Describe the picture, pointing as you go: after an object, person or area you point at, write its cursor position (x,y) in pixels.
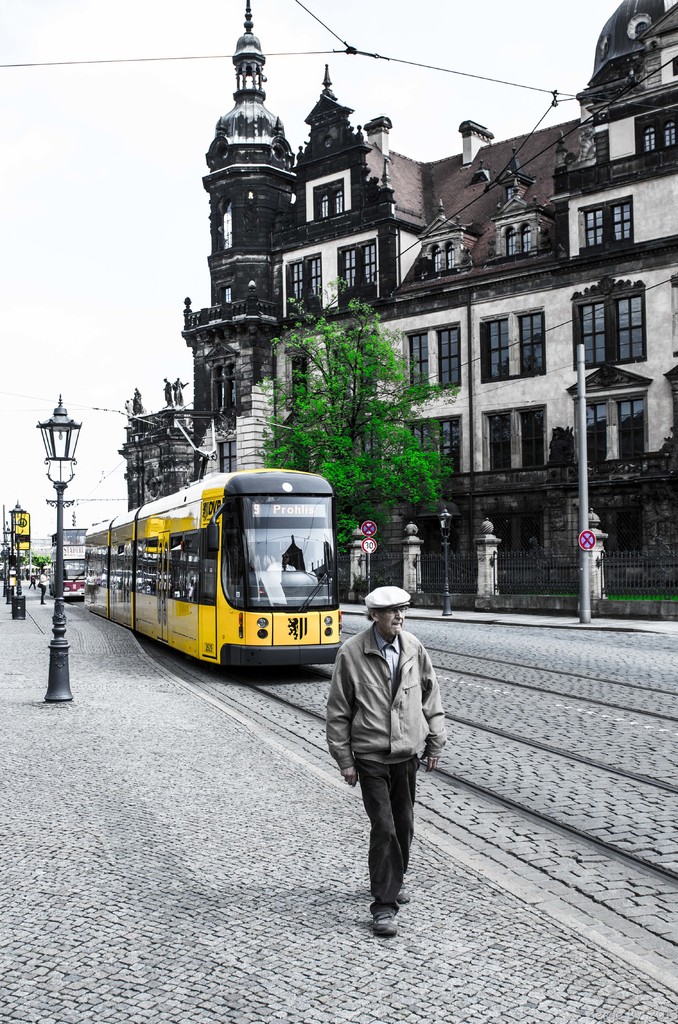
In this picture I can see there is a train (306,660) moving on the track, there is a person (390,739) walking on the walkway (131,739), there are poles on the walkway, there is a tree (366,428) at the right side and there is a building (506,293) on right side (452,244) with windows (505,334) and the sky (19,498) is clear.
